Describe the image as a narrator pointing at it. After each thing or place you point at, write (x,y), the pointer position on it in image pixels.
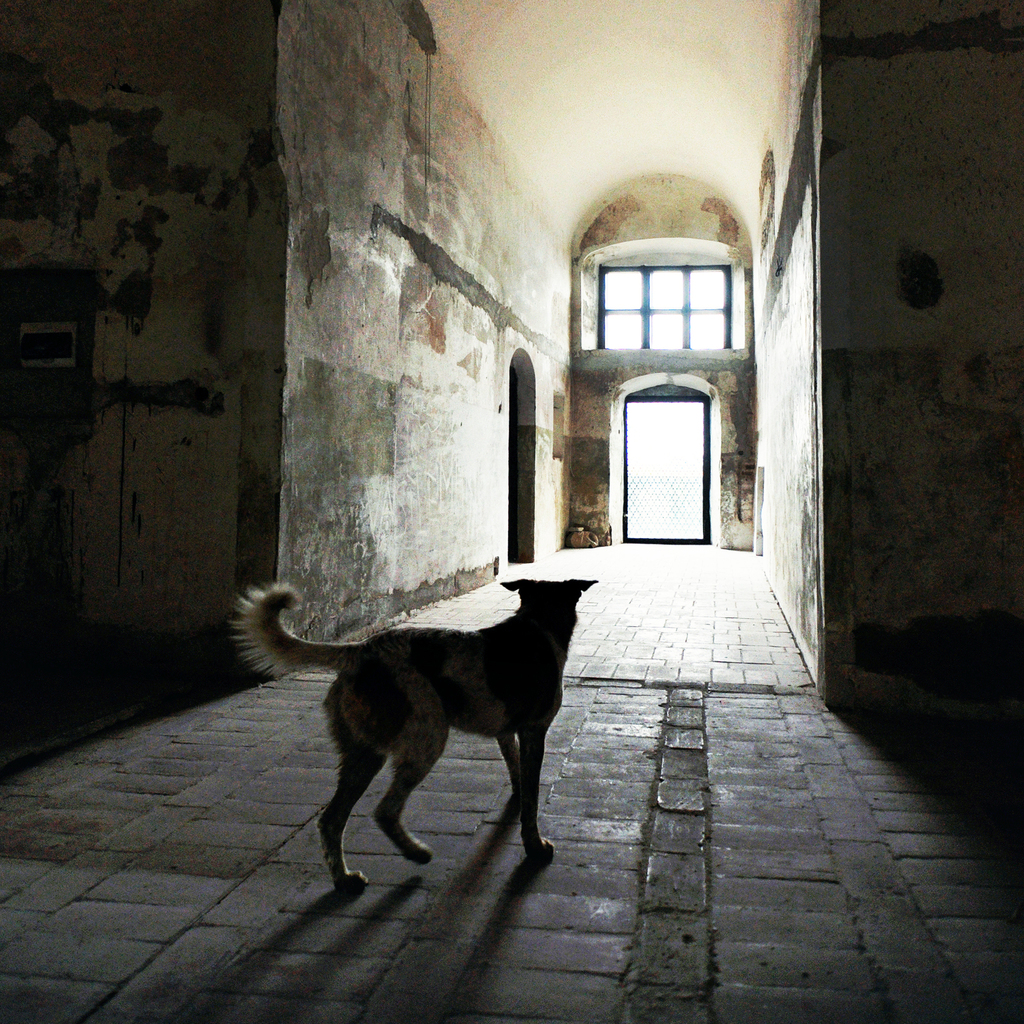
In the foreground of this image (511,844), there is a dog (526,825) on the path (662,746) and in the background (829,552), there is a wall (775,333) of a building (831,330), a ventilator (712,322) and arches (654,392).
